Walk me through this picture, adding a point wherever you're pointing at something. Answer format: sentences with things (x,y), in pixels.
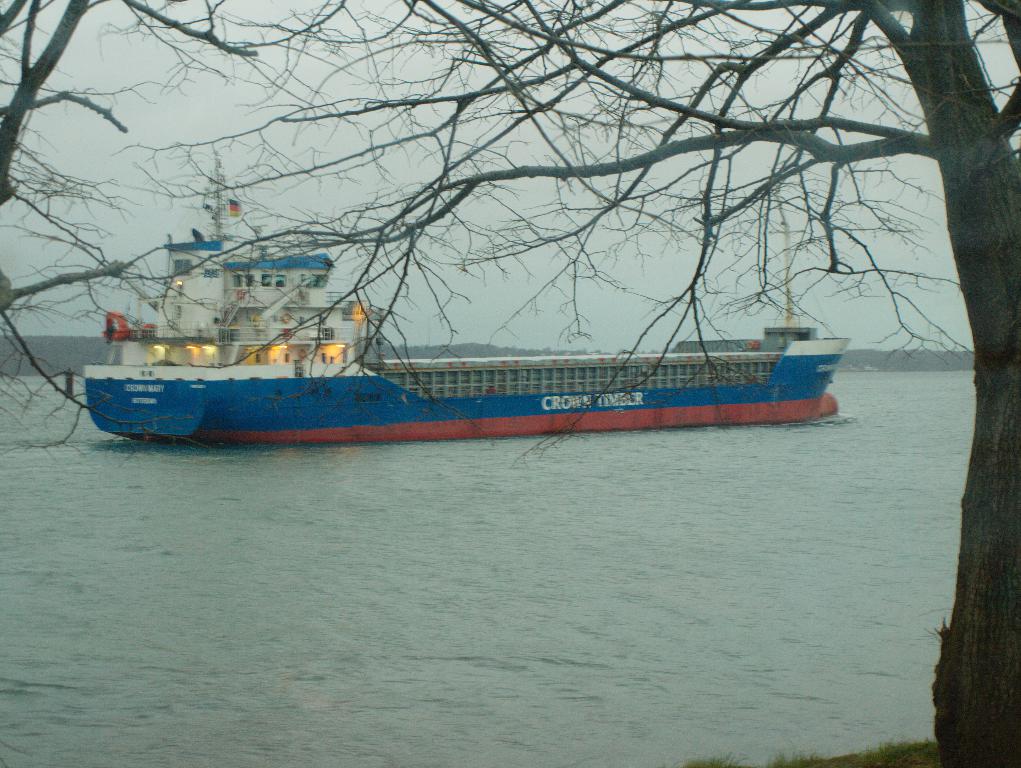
In this image I can see there is a ship (485,372) in a water (201,587). And there is a light (352,314) and a flag (235,211). In front (633,148) there is a tree (405,100). At the back (94,348) there are mountains (88,344). And at the top (596,246) there is a sky (618,253).
